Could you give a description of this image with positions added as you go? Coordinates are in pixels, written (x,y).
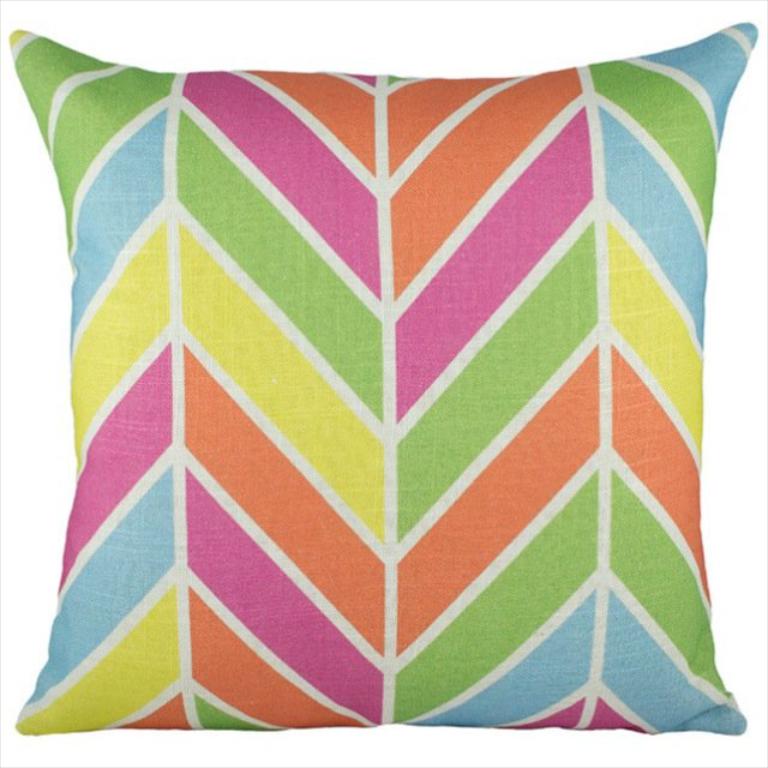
In this picture we can see a pillow (420,258).
